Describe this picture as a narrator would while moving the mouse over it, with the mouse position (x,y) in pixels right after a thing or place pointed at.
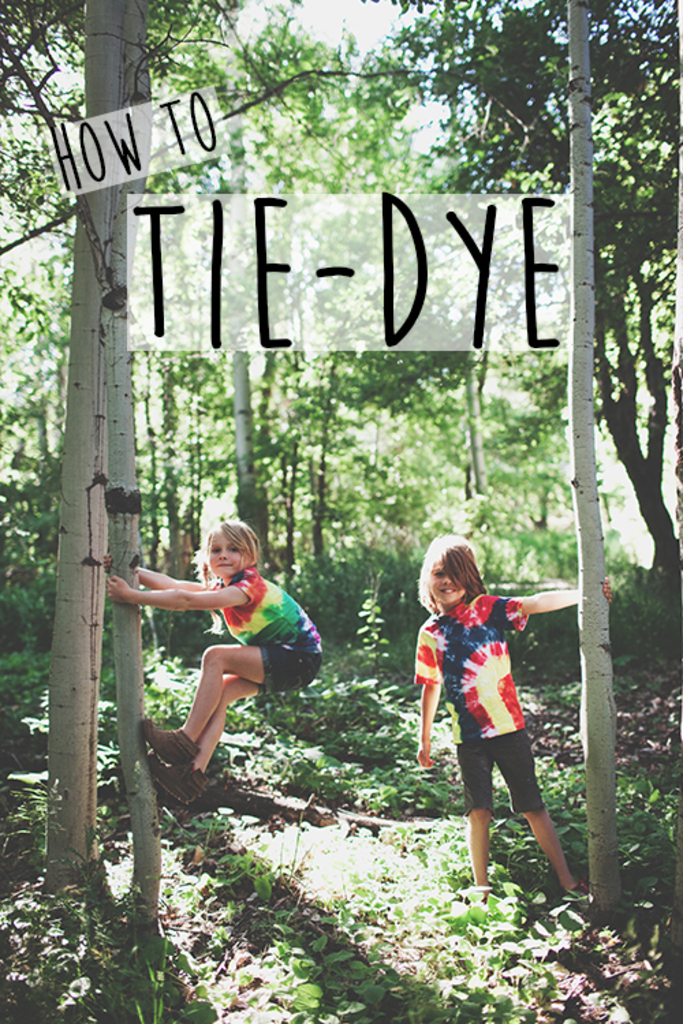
In the image we can see two children (304,667) wearing clothes (295,669) and they are smiling. Here we can see a child (264,680) climbing the tree (135,586) and the other one (503,715) is touching. Here we can see trees (253,466), grass (395,829) and white sky (367,21). We can even see the watermark (264,294).
